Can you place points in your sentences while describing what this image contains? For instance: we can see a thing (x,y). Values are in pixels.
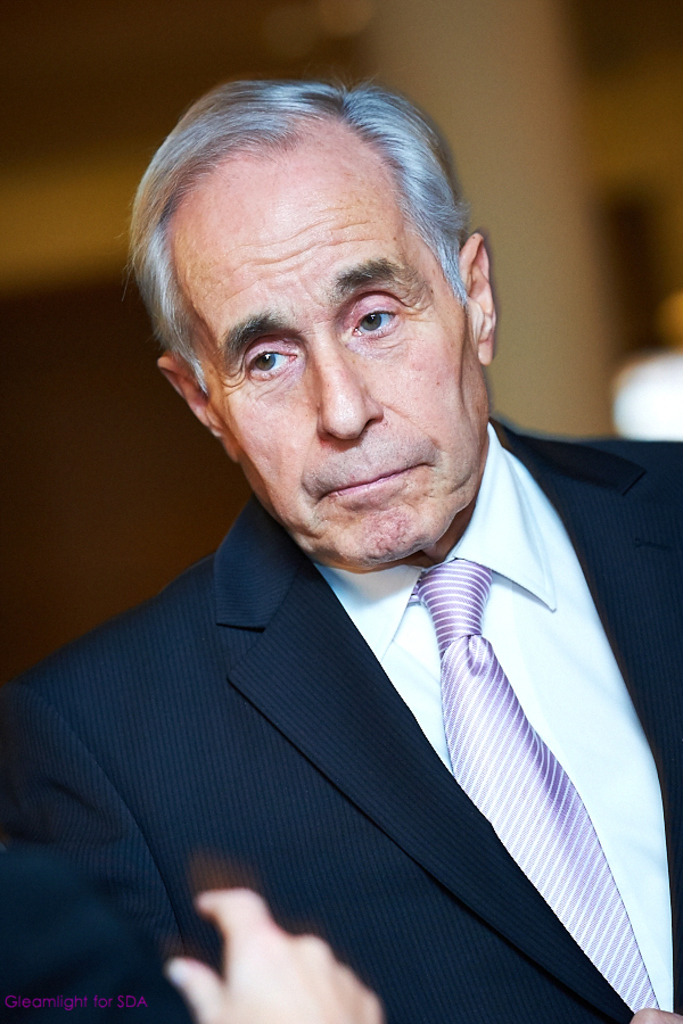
This picture shows a man (222,783). he wore a black coat (375,664) and a tie (436,589) and we see another human hand (186,962).
